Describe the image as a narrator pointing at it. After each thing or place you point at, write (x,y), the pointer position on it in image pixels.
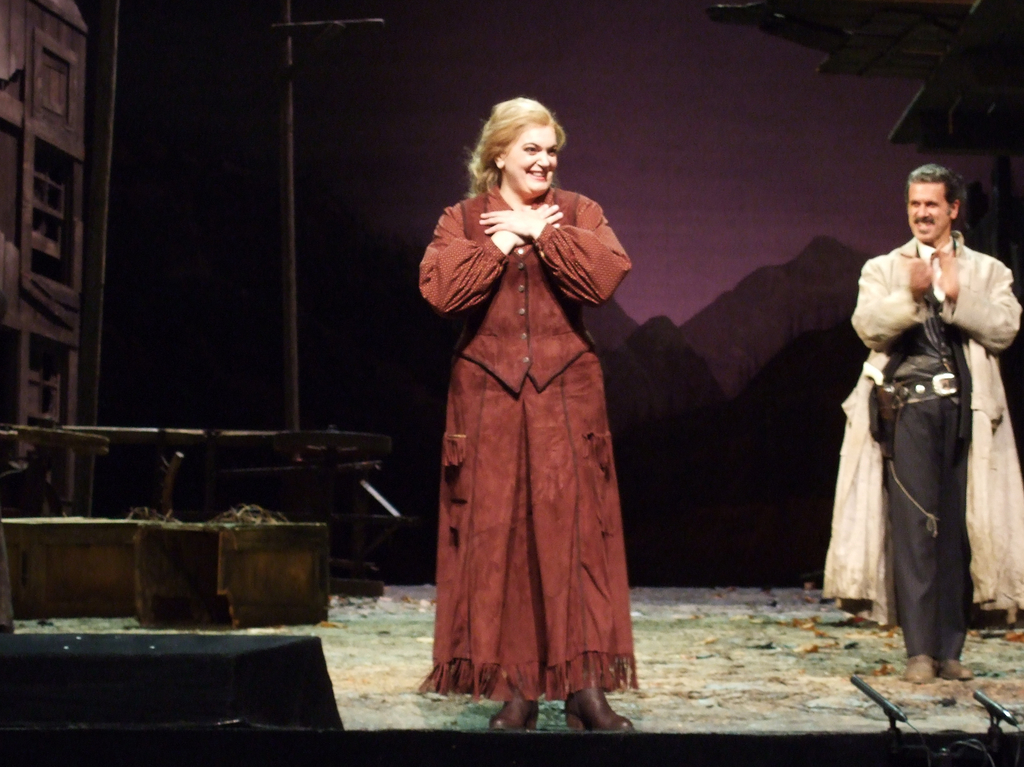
In this image a woman (459,540) is standing on the stage (361,666). Right side (979,436) a person (950,425) is standing. He is having a gun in his pocket (879,388). Background (724,511) there is a banner (777,378) having the image of few hills (766,379). Left side (39,330) there are few objects (28,696).
